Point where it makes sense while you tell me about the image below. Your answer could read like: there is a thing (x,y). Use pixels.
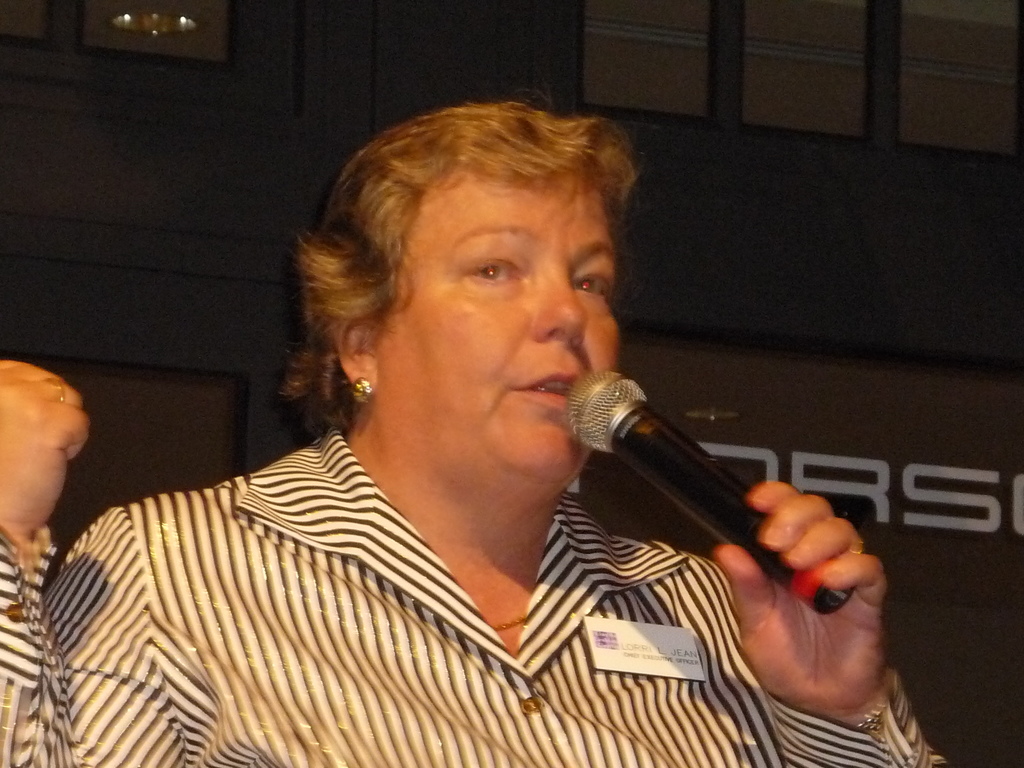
In this image, we can see a woman (434,588) is holding a microphone (688,464) and talking. There is a badge (645,663) on her shirt (540,677). Background we can see some text (799,455).
